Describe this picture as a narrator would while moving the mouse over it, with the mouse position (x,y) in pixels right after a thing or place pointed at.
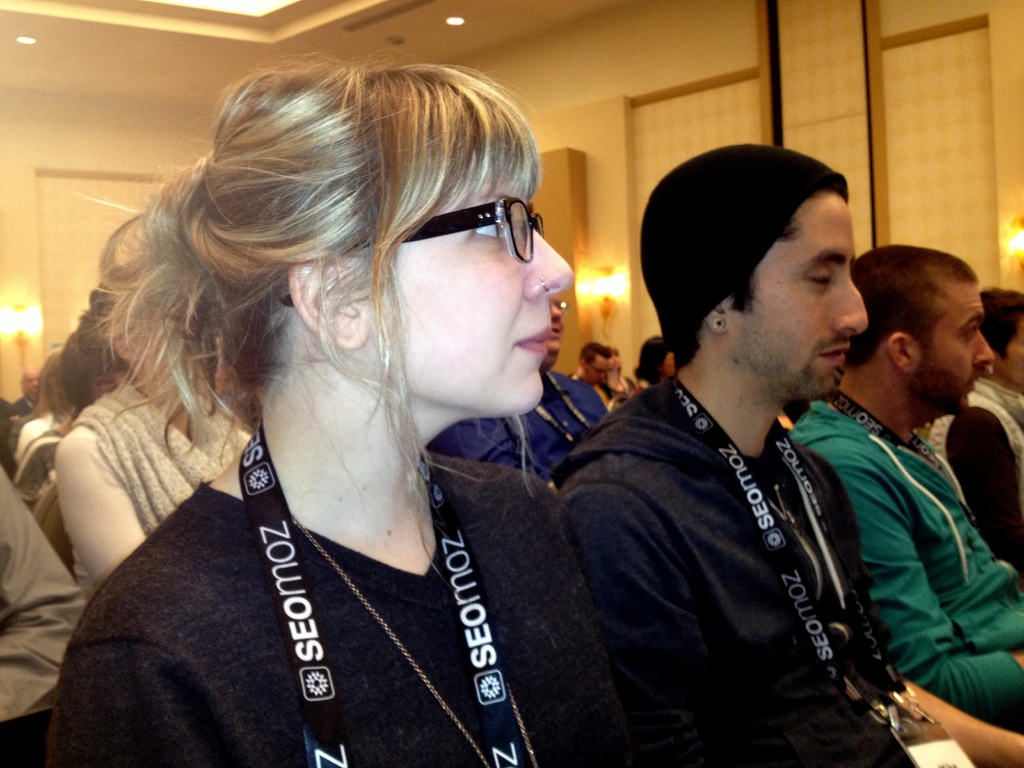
In this image there are a group of people (697,357) who are sitting and some of them are wearing some tags (439,486), in the background (889,164) there is a wall (77,269) and some lights (1021,263). At the top (231,47) there is ceiling (270,23) and some lights (27,38).
